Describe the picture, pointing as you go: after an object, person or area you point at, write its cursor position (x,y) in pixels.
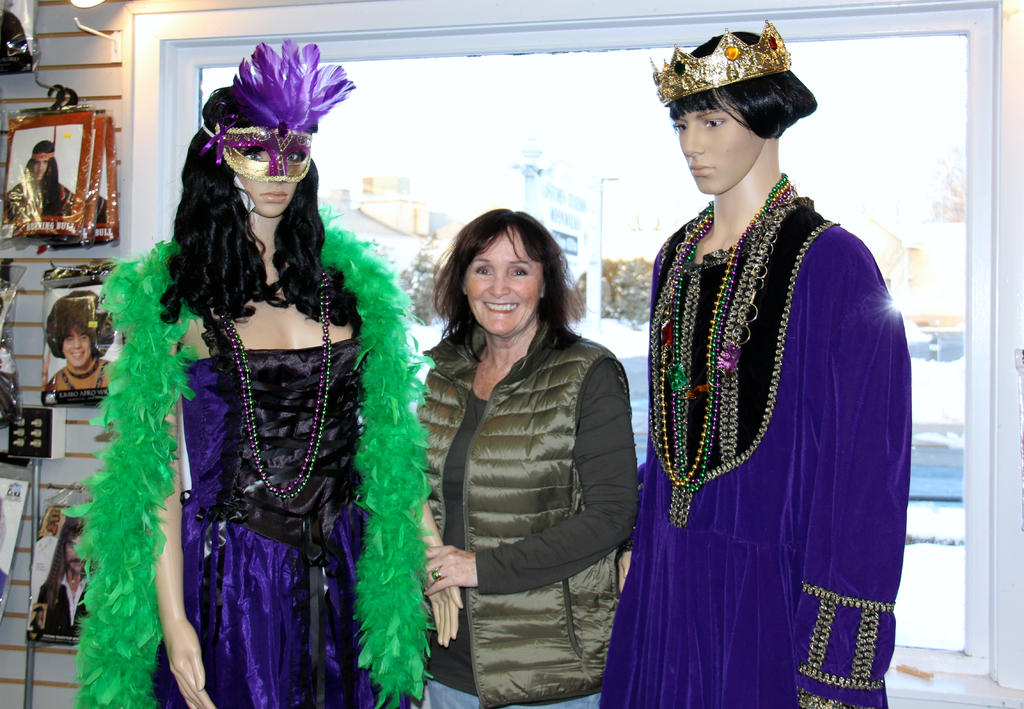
In the center of the image (508,319) we can see a lady (515,314) standing and smiling. There are mannequins (842,360) we can see clothes (754,549) on it. On the left (54,197) we can see things (64,180) placed on the wall (28,538) and there is a window (456,225). we can see a light (85,4).
